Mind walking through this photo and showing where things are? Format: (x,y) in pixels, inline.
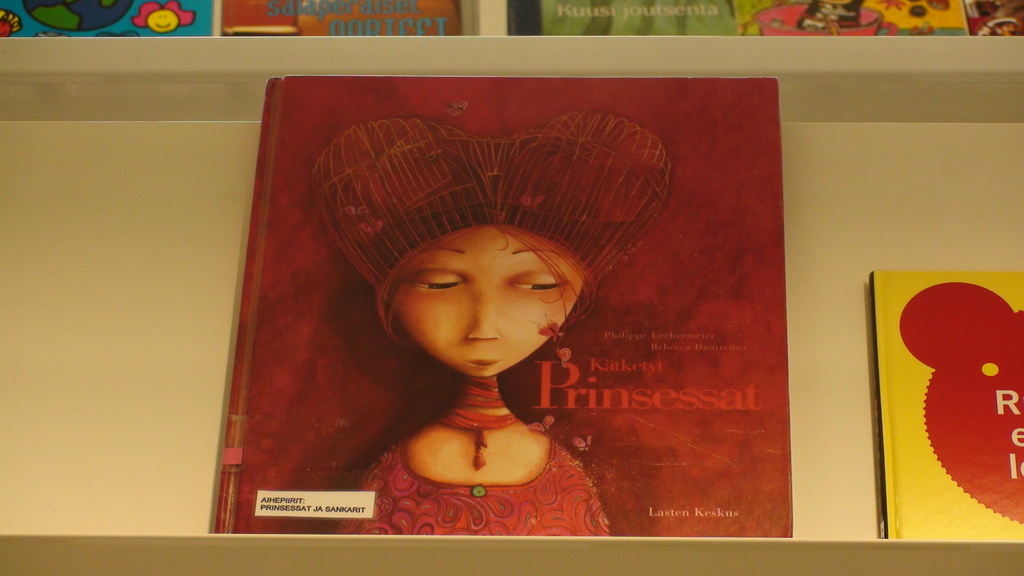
This image consists of a rack (464,2) in which there are many books (607,12).
